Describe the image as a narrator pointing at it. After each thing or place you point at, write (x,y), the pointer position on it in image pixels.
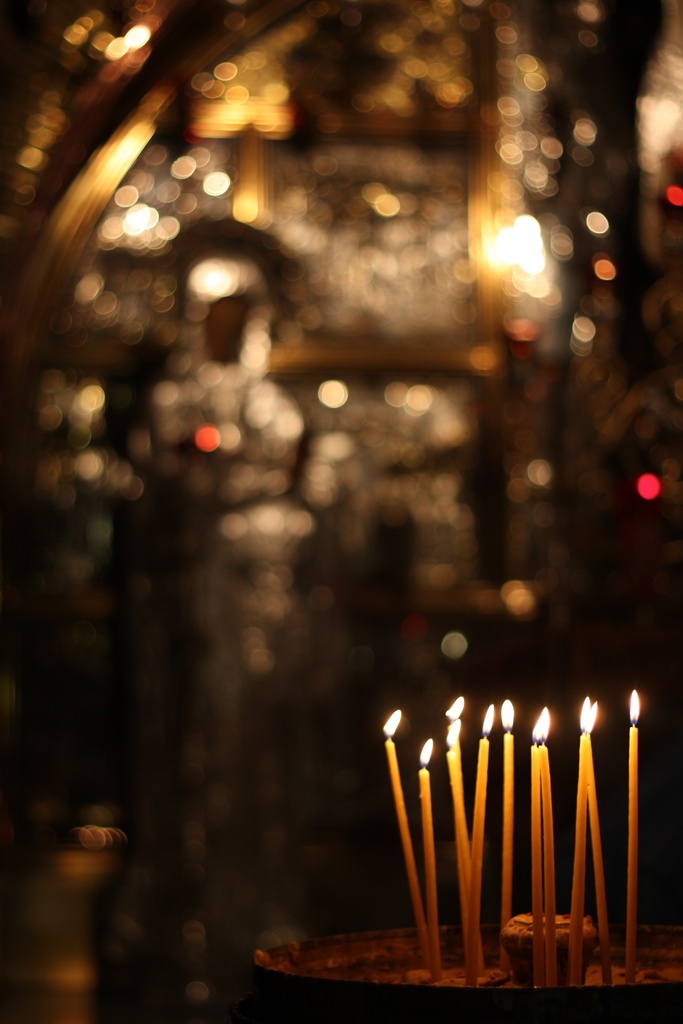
In this picture we can see there are candles (465,819) with flames (393,728) and the candles (458,833) are on an object (446,1013). Behind the candles (399,721) there is the blurred background (171,372).
